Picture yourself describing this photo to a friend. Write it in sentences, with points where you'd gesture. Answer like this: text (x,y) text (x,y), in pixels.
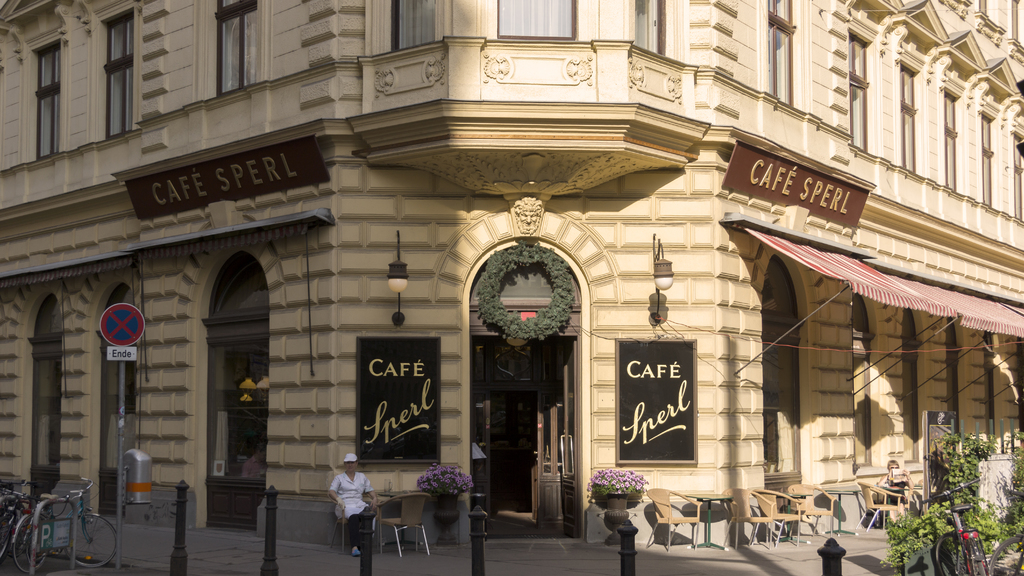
Here we can see a building (736,132), boards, doors (480,470), lights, chairs (821,508), plants (898,540), flowers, bicycles (86,517), and a pole (121,526). There are two persons (352,460) sitting on the chairs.
